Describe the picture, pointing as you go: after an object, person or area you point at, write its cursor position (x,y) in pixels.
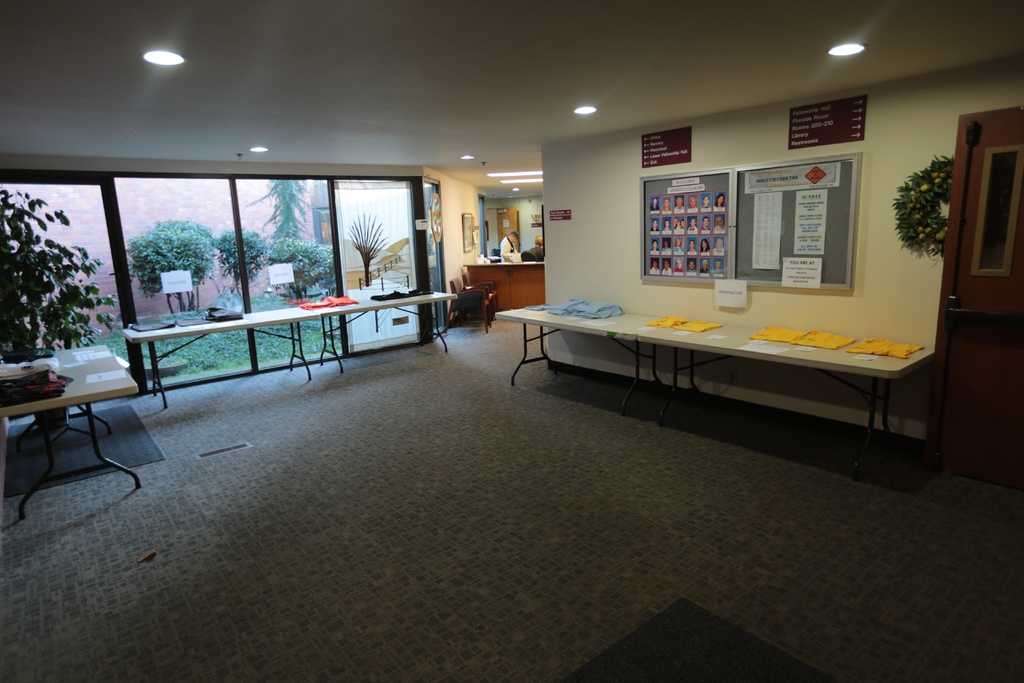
In this image I can see the floor (385,522), few tables (262,316) which are white in color and on the tables (842,353) I can see few clothes (873,352) which are white, yellow, blue, pink and black in color. I can see the glass doors (227,275) through which I can see the wall (125,244) and few trees (138,238). I can see the ceiling (387,90), few lights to the ceiling (437,94), few persons (510,253) standing, the wall (527,236), few boards (832,236) attached to the wall (590,216) and in the board (726,235) I can see few photographs (655,212) and few papers (760,234). I can see the door (997,273) which is brown in color to the right side of the image (993,405).
